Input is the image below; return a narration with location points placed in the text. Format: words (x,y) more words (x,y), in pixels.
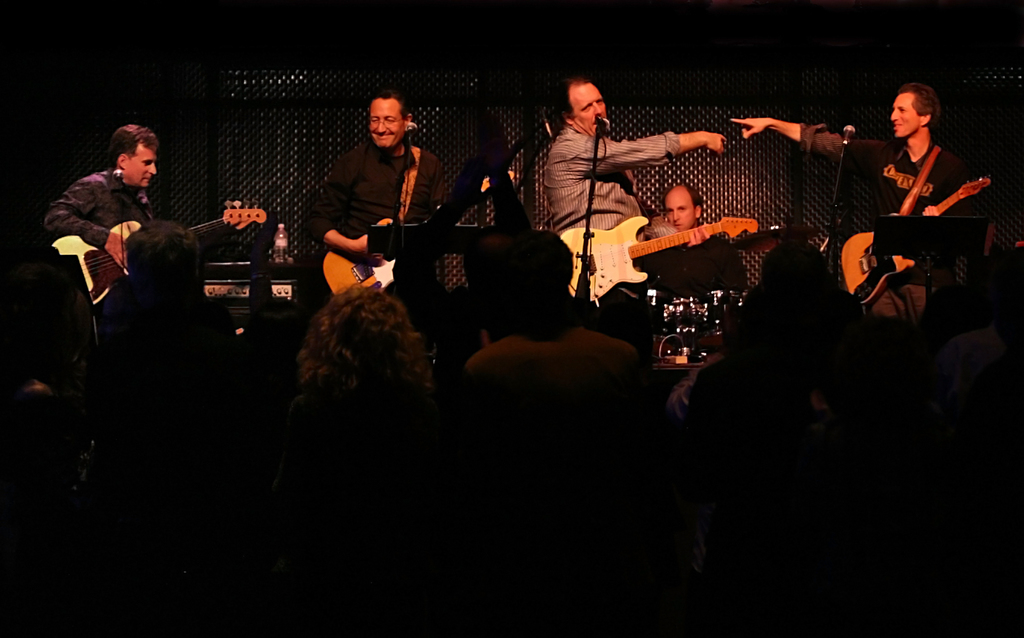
In this picture we can see few men (689,149) playing some musical instruments (618,253). This is a mike (599,120). Here we can see audience (453,538). This is a water bottle (284,243) on a device (277,278).
